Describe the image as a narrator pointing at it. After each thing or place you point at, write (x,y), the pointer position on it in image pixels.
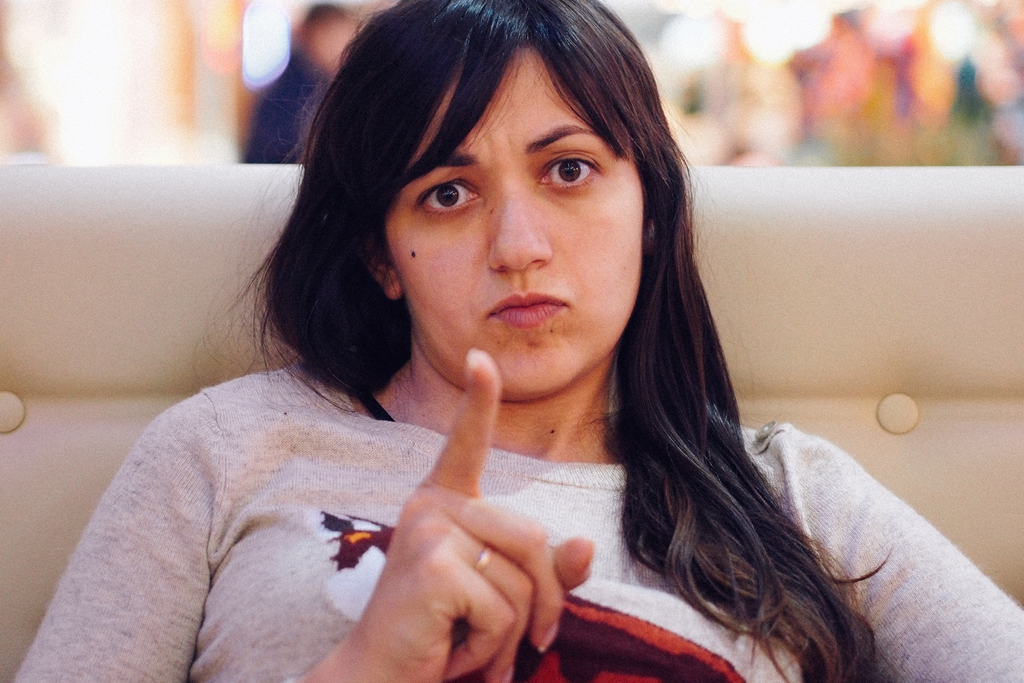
In this picture there is a woman (675,584) who is wearing t-shirt (752,657) and sitting on the couch (998,503). In the background (332,58) we can see a man (289,86) who is standing near to the wall (227,93). Here we can see lights (701,58).
